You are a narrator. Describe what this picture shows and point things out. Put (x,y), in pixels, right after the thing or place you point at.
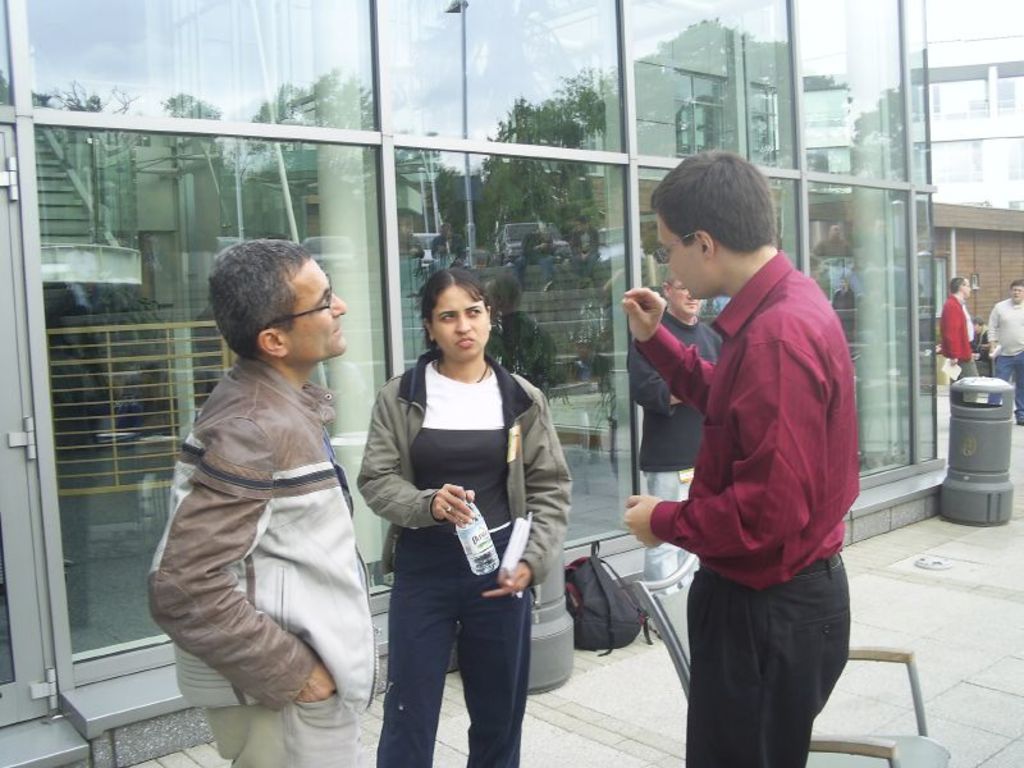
This picture describes about group of people (651,328), few people (686,308) wore spectacles (666,250), in the middle of the image (545,400) we can see a woman (520,468), she is holding a bottle (493,555) and a book (514,538), beside her we can see a chair (673,643) and a bag (605,614), in the background (493,112) we can see glasses (564,109) and few buildings (879,187).
